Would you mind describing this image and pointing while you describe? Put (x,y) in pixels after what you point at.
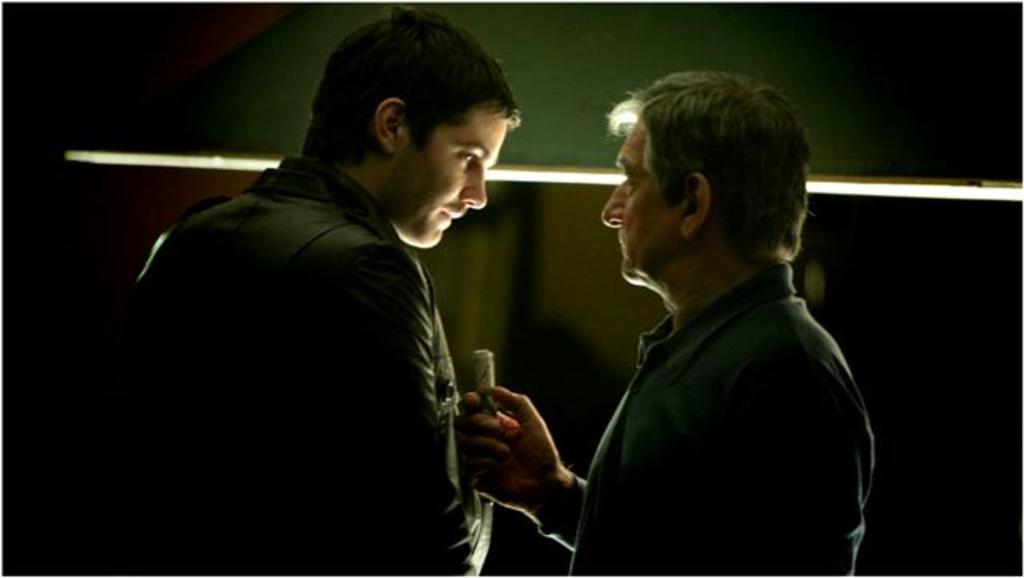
On the left side (273,411), there is a person (433,377) in a black color jacket (433,377), smiling and standing. On the right side (794,345), there is another person (732,254) in a shirt (693,563), standing. In the background (495,178), there is light (610,175). And the background (980,181) is blurred.
